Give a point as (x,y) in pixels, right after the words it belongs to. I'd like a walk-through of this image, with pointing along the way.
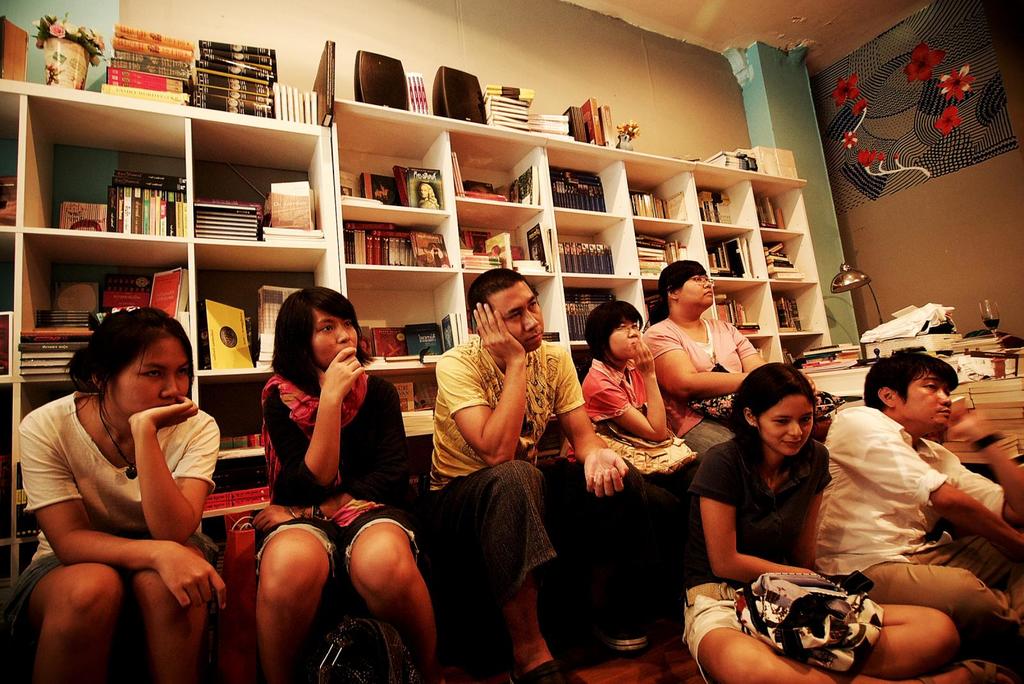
There is a group of persons (547,486) sitting as we can see at the bottom of this image (729,522). There are some books (87,212) kept in the racks (331,260) in the background (523,264). We can see there is a wall (692,91) at the top of this image (826,148). There are some books (971,343) and a lamp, a glass (991,319) is kept on a table (882,354) on the right side of this image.
